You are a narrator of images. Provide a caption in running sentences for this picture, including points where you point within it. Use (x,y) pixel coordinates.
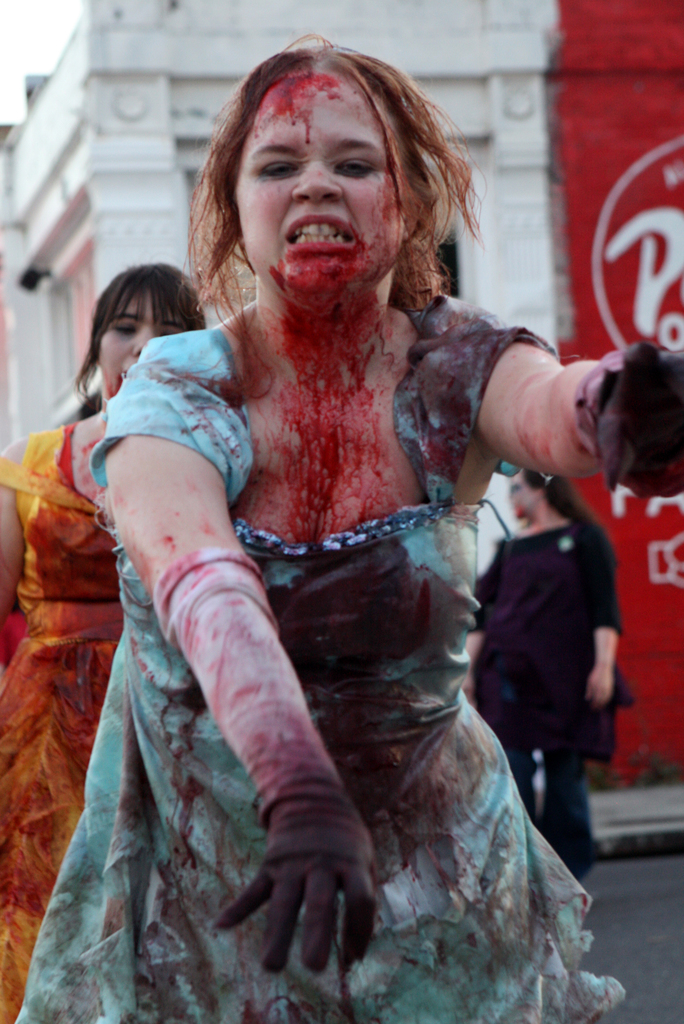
This image is taken outdoors. In the background (131,205) there is a building (139,212) with walls (103,107). On the right side of the image (667,537) there is a banner (631,730) with a text (642,294) on it and a woman (576,673) is standing on the road (588,879). In the middle of the image (376,416) two girls (187,584) are standing on the road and they are dressed like zombies.
